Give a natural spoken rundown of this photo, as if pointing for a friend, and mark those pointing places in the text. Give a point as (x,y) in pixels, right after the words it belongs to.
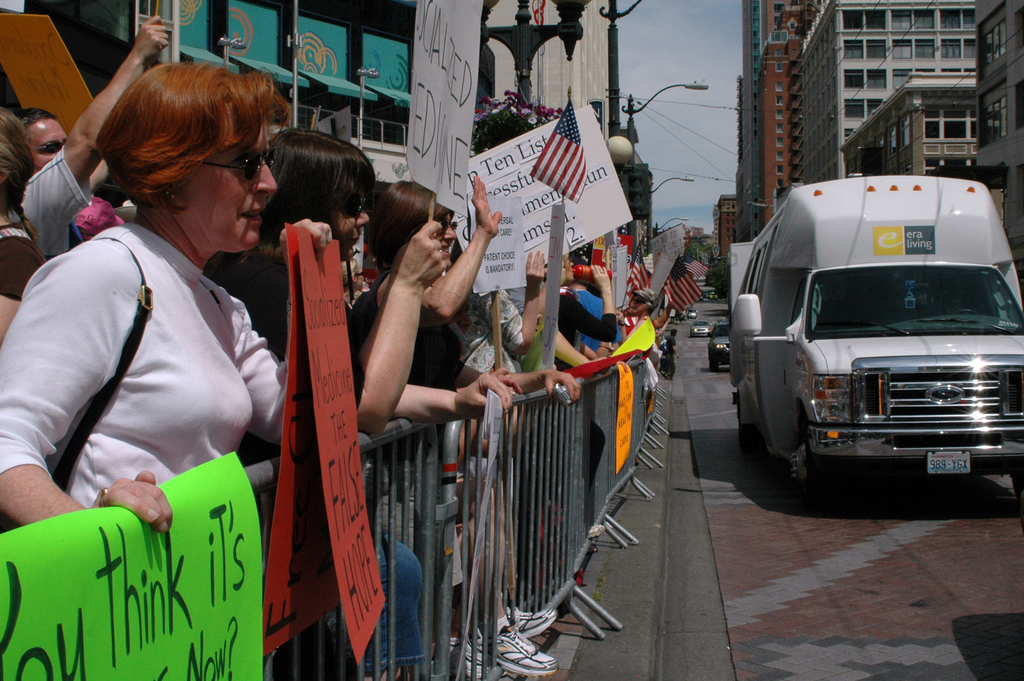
In this image we can see a few people (409,279), some of them are holding placards (546,190), there is a flag (561,165), there is fencing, there are buildings (823,47), light poles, wires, there are vehicles (776,347) on the road (826,518), also we can see the sky (688,123).
